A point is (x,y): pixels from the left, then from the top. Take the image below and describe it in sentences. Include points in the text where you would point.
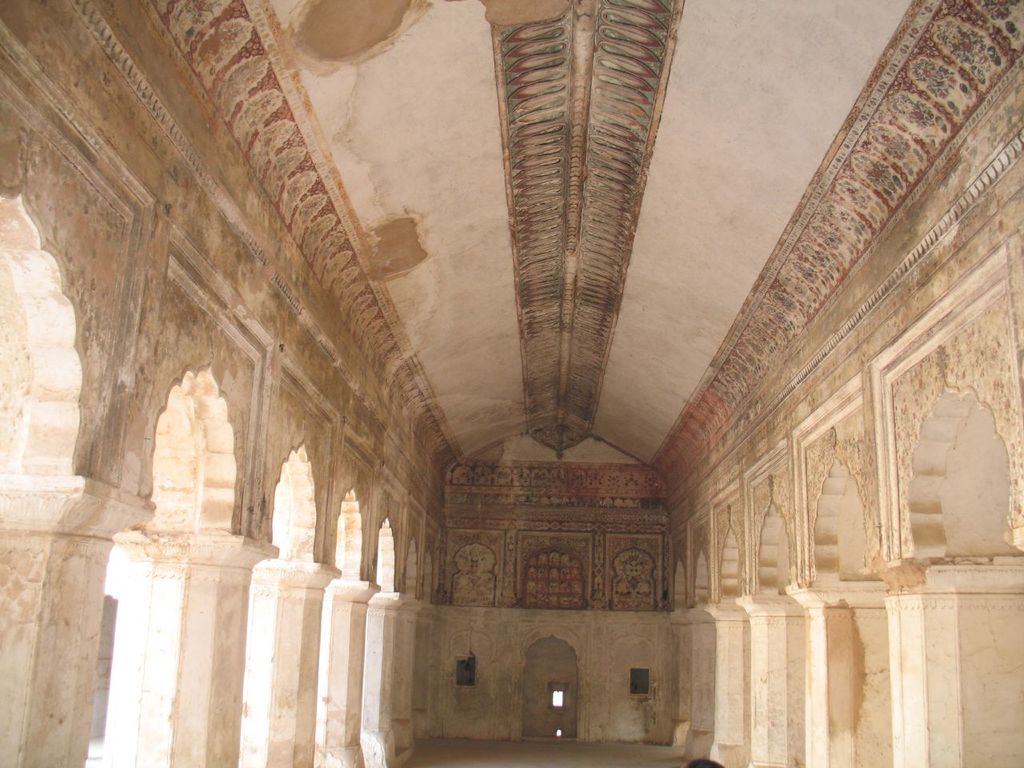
This image consists of a wall (267,177) along with pillars (299,610). There are many arches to the left (123,589) and right.
